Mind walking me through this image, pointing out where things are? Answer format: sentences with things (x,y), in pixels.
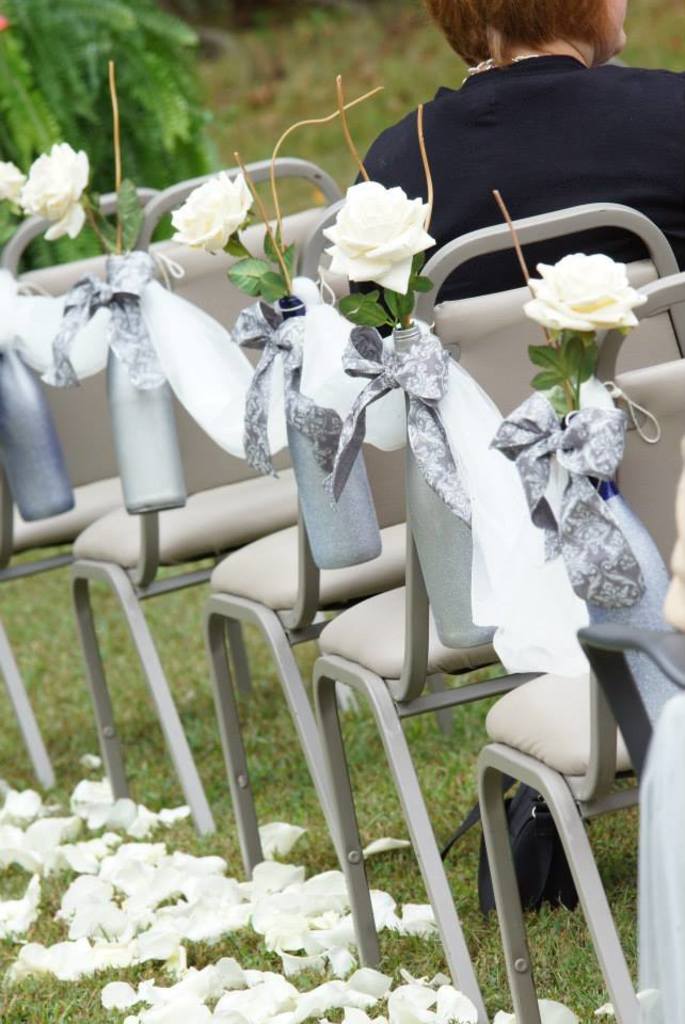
We can able to see chairs (623,700), ribbons (117,311) and flowers (212,218). This person (487,171) is sitting on a chair (491,240). Far there is a plant (44,61).
